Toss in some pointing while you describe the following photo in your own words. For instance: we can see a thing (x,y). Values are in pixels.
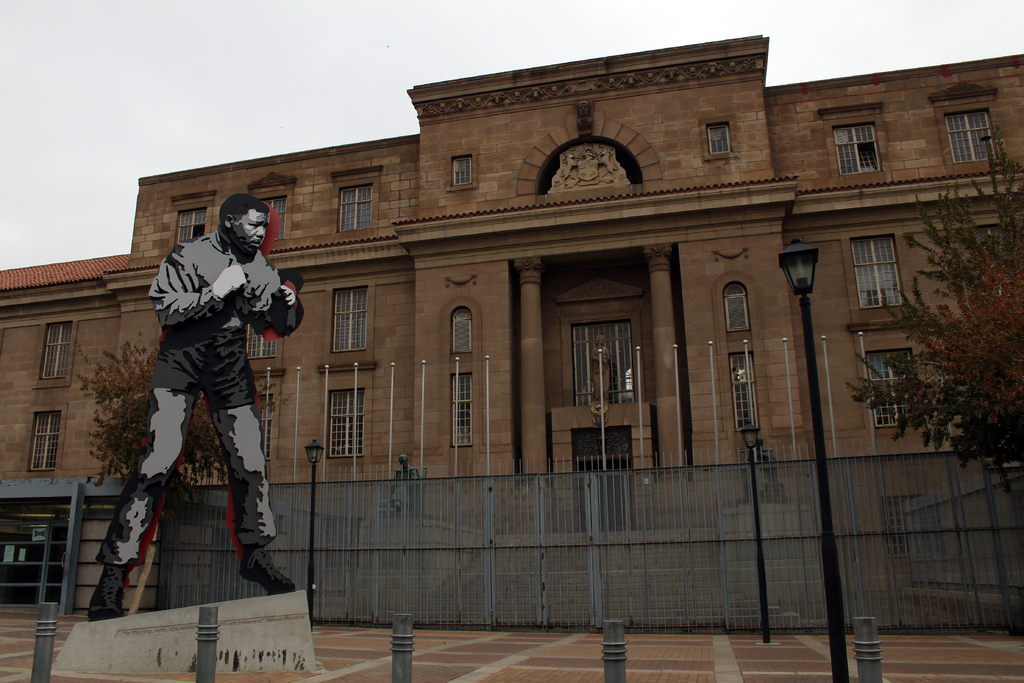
On the left (237,358) there is a hoarding (237,408) of a person (244,381) on a platform (161,647). At the bottom (207,679) there are poles (855,658). In the background (347,553) there are light poles (312,559), fence (490,498), poles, a tree (957,366) on the right (979,311) side, building (316,417), windows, doors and sky (12,175).
